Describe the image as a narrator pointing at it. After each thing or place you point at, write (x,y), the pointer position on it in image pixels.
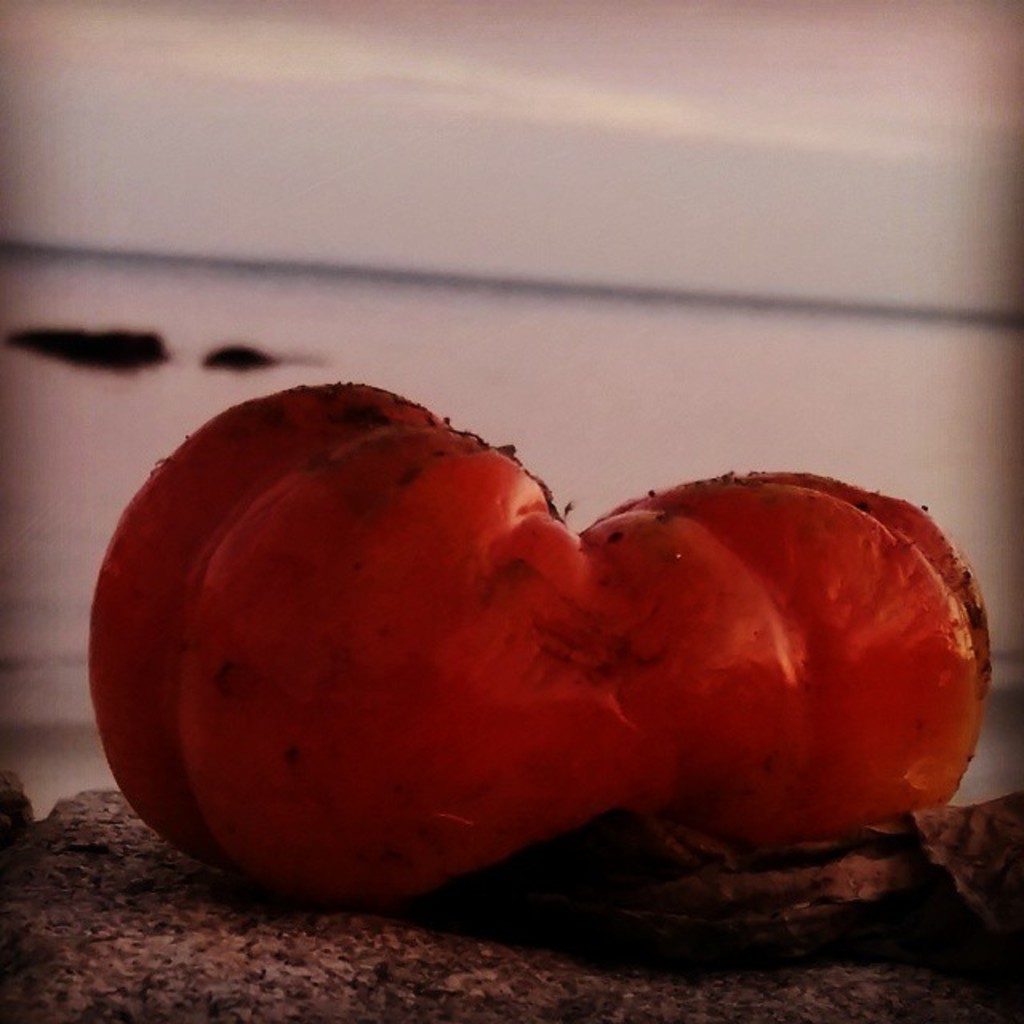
In this image in the foreground (681,570) there is a vegetable (296,742), at the bottom (7,930) there is a rock (19,934) and in the background (674,413) there is a beach (380,287) and at the top of the image (349,132) there is sky (441,250).
